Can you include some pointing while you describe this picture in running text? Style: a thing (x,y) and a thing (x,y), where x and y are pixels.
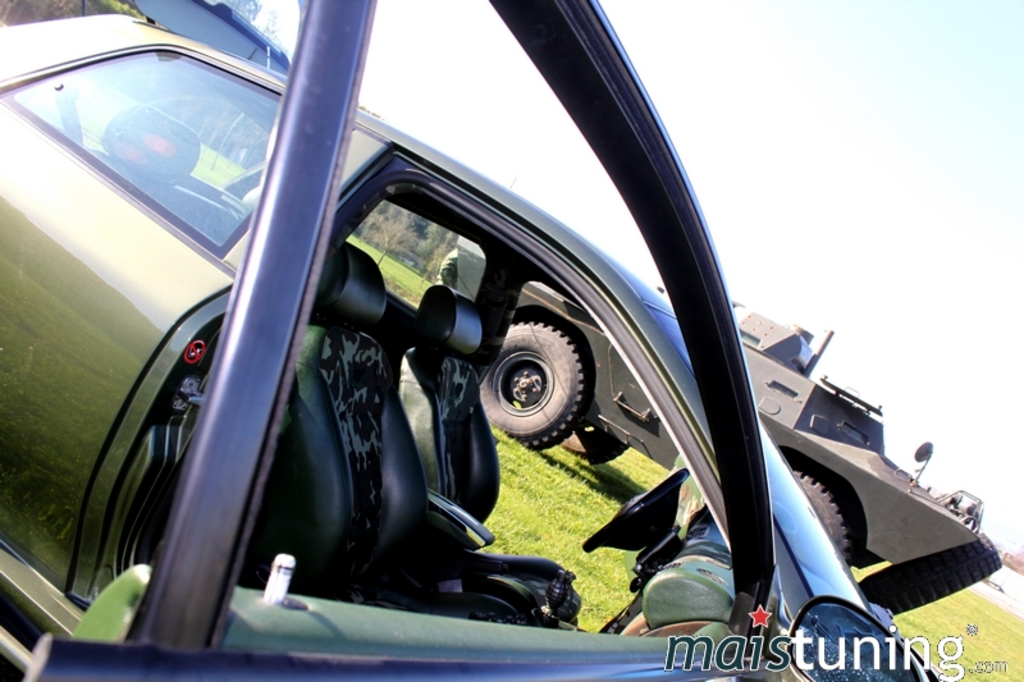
In this picture there is a car (477,424) and the door (410,681) is opened. In the background (871,470) we can see grey color truck (784,377). Here we can see grass (492,515). In the background (449,232) we can see many trees (375,215). On the top right (857,174) there is a sky (834,134). On the bottom right (823,658) there is a watermark (692,661).
